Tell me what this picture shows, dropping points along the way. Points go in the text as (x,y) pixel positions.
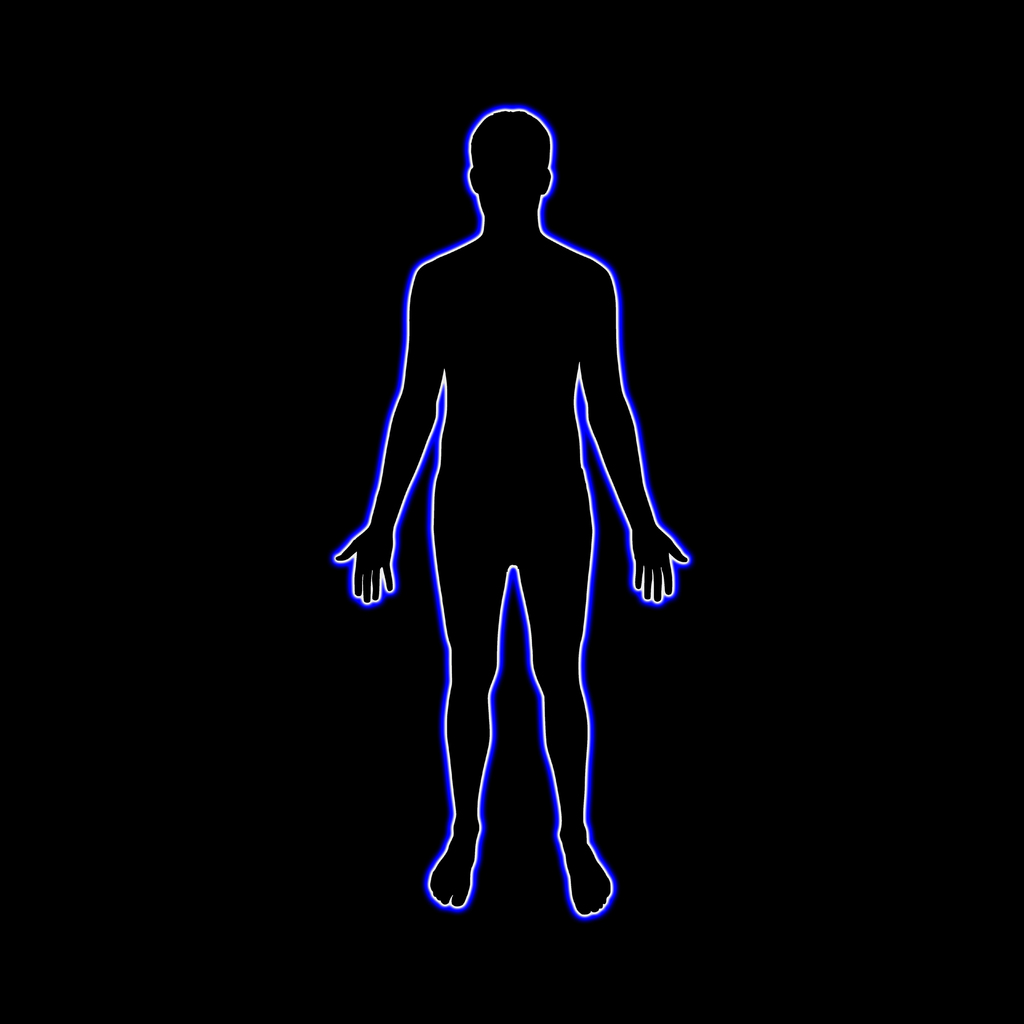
In the picture I can see the shape of human body (565,456) with blue color. The background of the image (58,470) is in black color.
